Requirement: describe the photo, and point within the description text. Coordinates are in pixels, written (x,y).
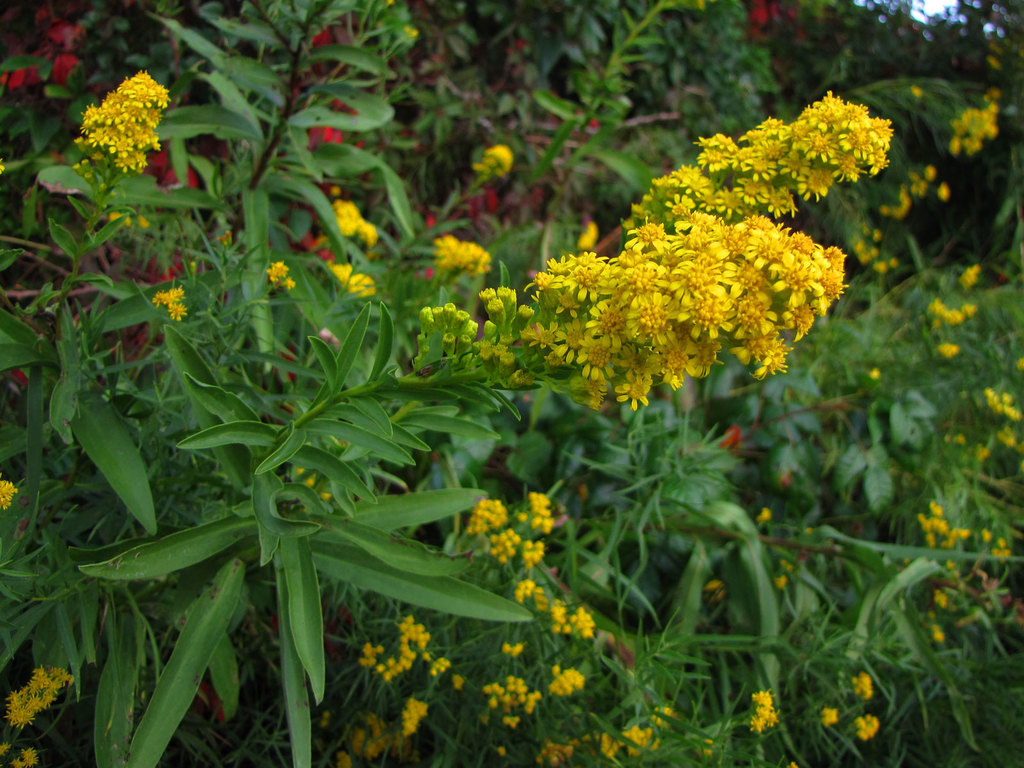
In this image there are some plants (400,498), flowers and grass (985,703).
